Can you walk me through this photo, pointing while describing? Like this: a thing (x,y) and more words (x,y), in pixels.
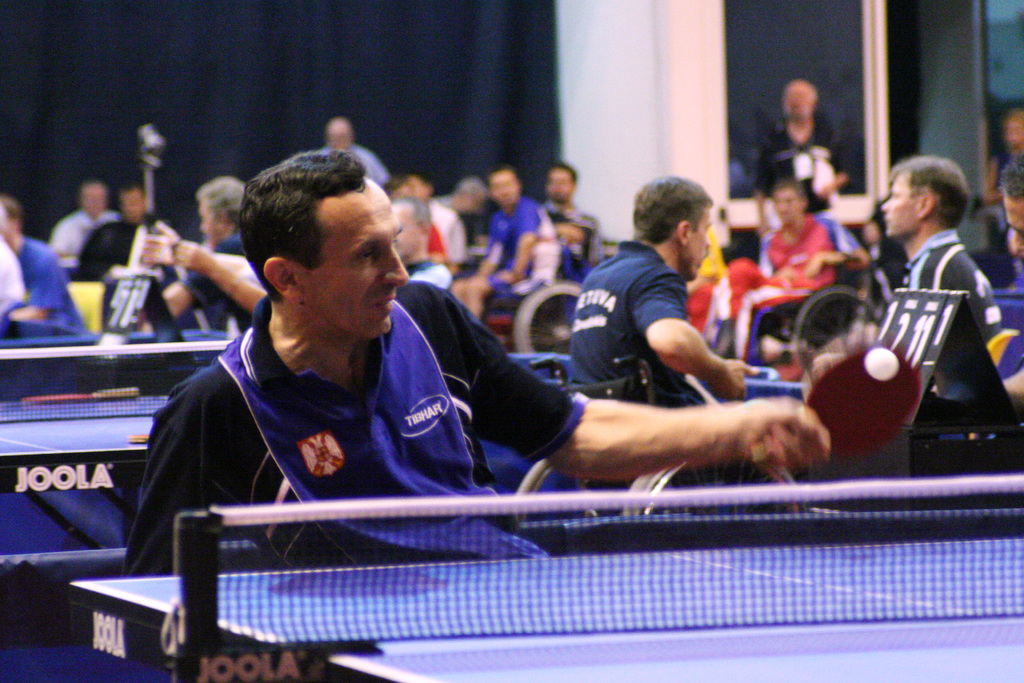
This picture shows a group of people (607,441) seated and playing table tennis and we see few of them watching.
